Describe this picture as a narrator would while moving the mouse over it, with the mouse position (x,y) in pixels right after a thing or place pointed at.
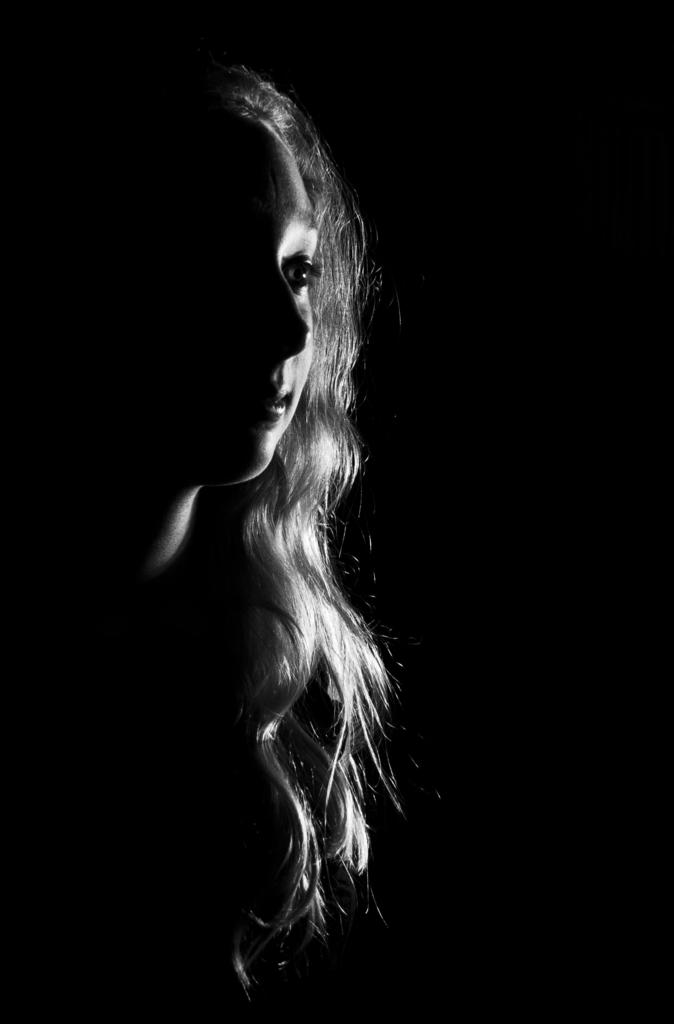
There is a person (337,182) presenting in this picture.
